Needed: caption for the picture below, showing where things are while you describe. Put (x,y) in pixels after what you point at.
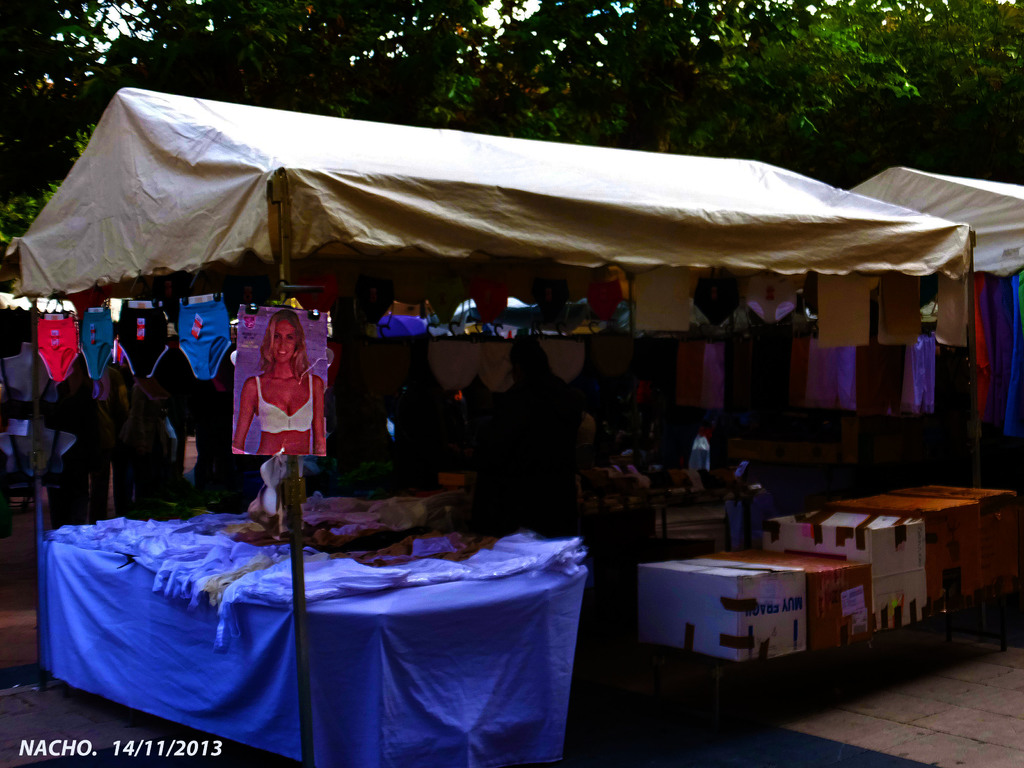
In the picture I can see a tent (451,172) and there are few inner wears (162,309) which are attached to a rope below it and there is a table (441,587) which has few clothes (272,528) placed on it in the left corner (282,545) and there are few cardboard boxes (888,575) placed in the right corner (849,576) and there are few trees (339,80) in the background (359,30) and there is something written in the left bottom corner (161,742).
